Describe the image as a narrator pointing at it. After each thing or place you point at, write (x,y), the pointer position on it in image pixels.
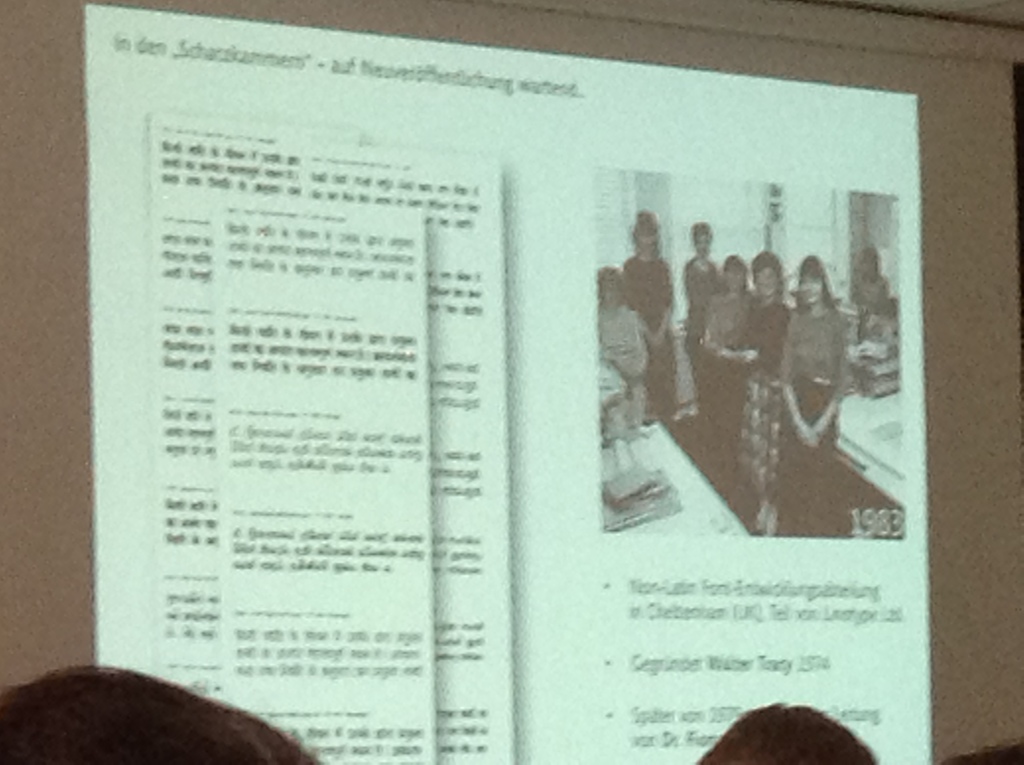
In the image in the center (523,435), we can see one screen (472,382). On the screen (509,343), we can see a few people (637,323) are standing and we can see tables (844,417), books (630,480) etc. And we can see something written on the screen (295,384).
